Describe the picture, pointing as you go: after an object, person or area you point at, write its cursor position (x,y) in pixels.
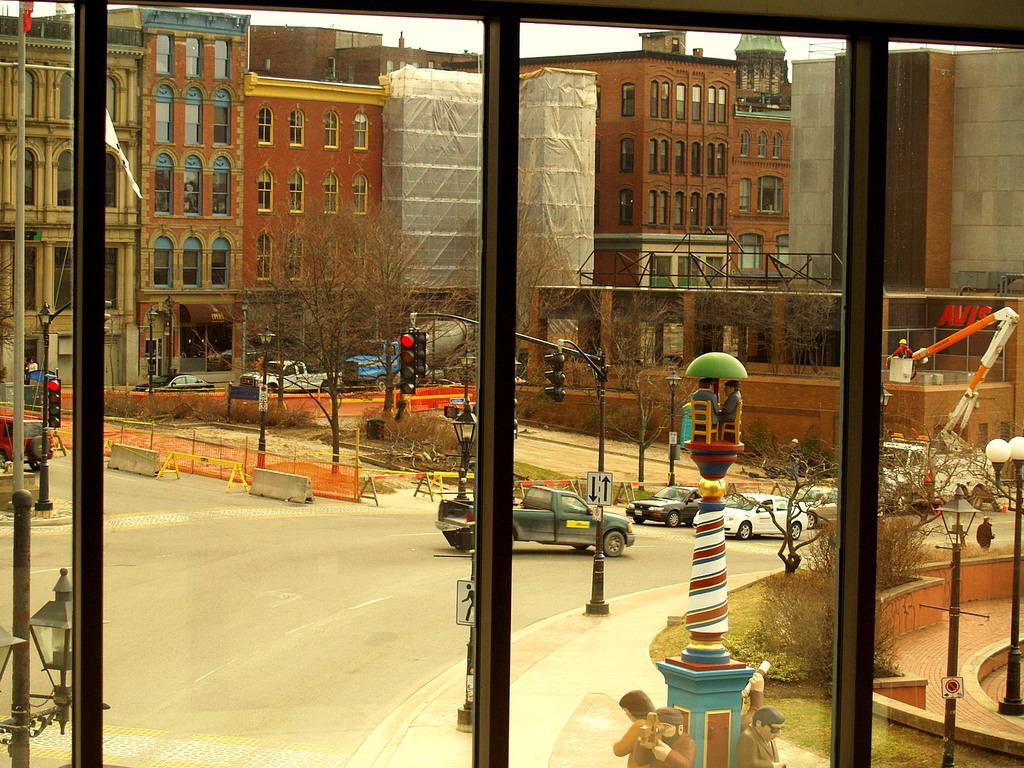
In this picture we can see the glass (820,605) and from the glass (619,663) we can see a statue (702,732), grass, poles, signboards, traffic signals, lights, trees (524,309), fences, vehicles (532,514) on the road (264,537), buildings (243,177) with windows (683,162) and some objects (176,457) and in the background (587,36) we can see the sky (604,44).
